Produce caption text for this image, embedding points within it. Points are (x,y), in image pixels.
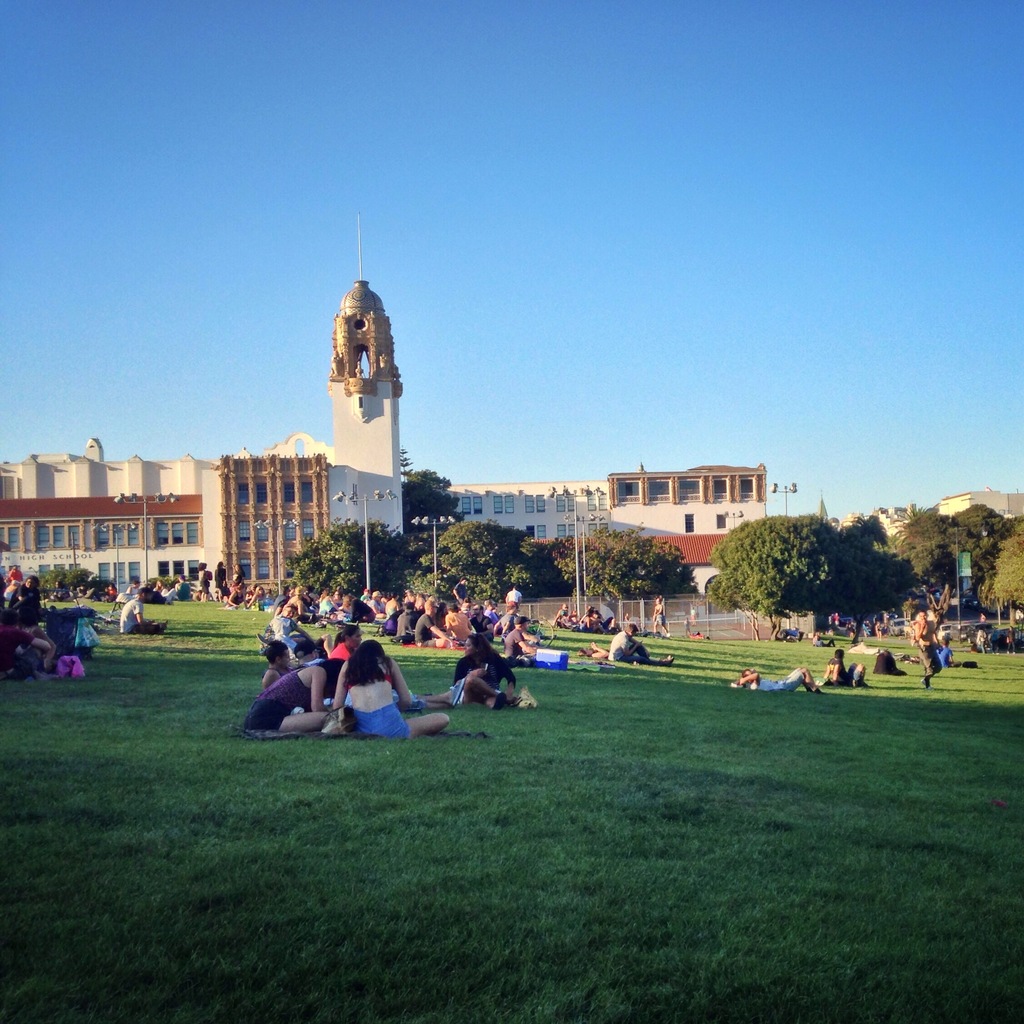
In this image there is the sky (535,179) towards the top of the image (744,314), there are buildings (369,504), there are windows (164,535), there is a sculpture (380,348), there are trees (930,547), there is a fence (623,599), there is grass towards the bottom of the image (305,810), there are poles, there are lights (121,501), there are groups of persons (506,706) on the grass (221,650).
